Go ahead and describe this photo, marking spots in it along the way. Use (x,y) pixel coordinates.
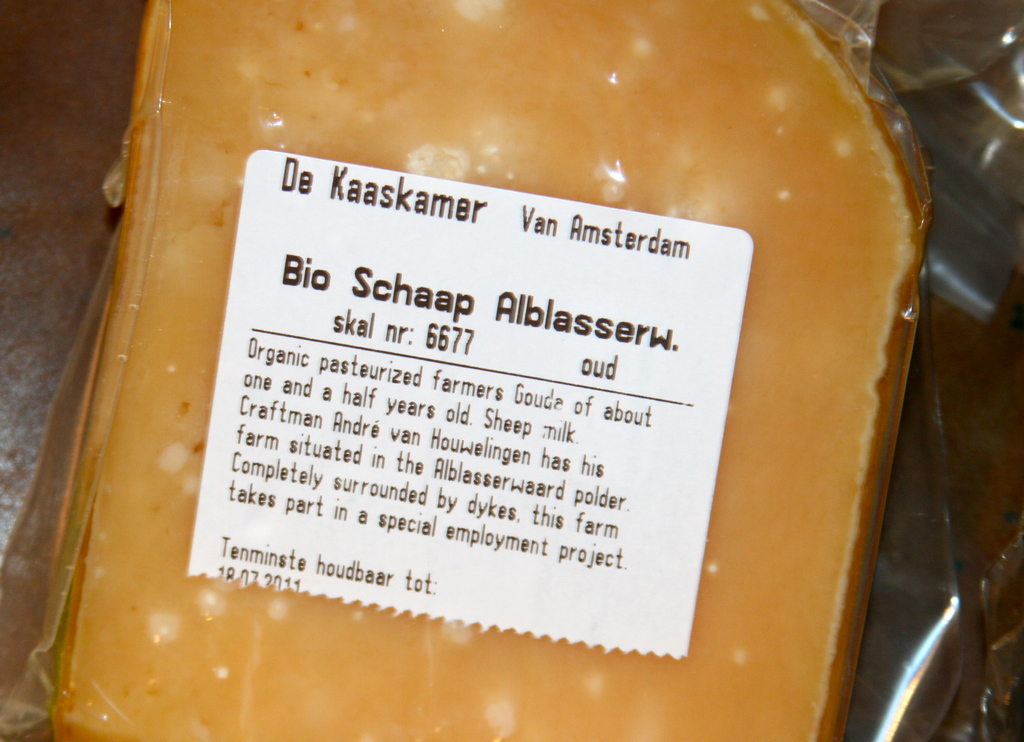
The picture I can see an yellow color object (714,520) is placed in the transparent cover (864,568) and here I can see a white color sticker (418,410) on which I can see some text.
